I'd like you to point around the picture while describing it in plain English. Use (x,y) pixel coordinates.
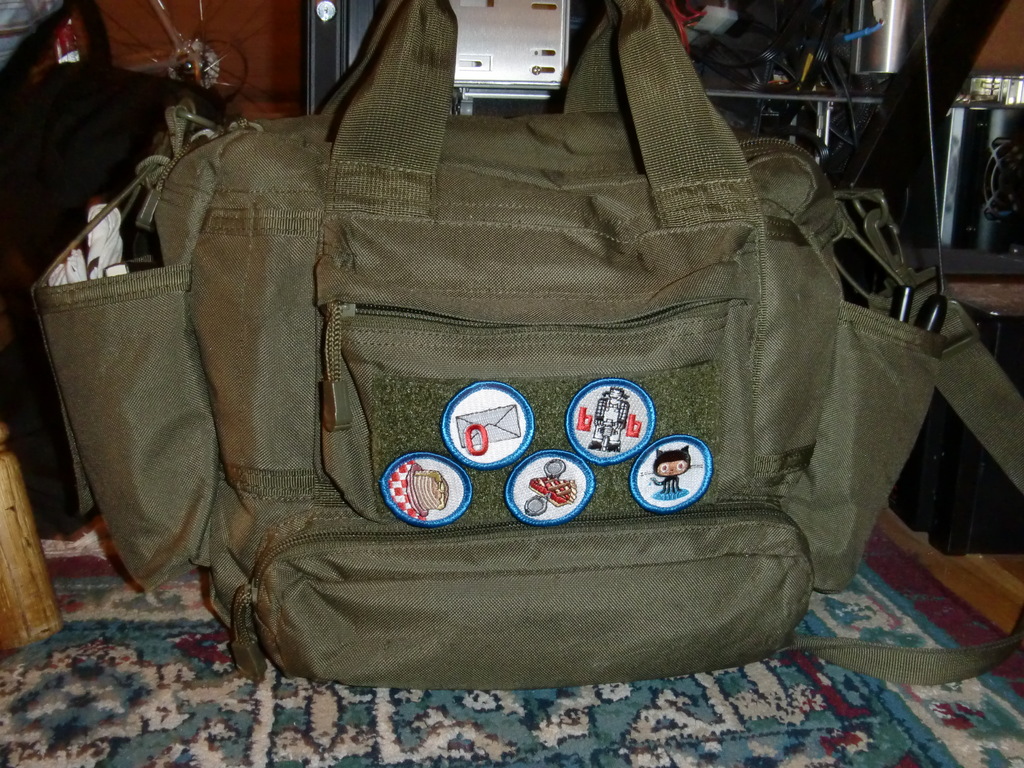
We can see bag (554,614) on the carpet (794,757).
